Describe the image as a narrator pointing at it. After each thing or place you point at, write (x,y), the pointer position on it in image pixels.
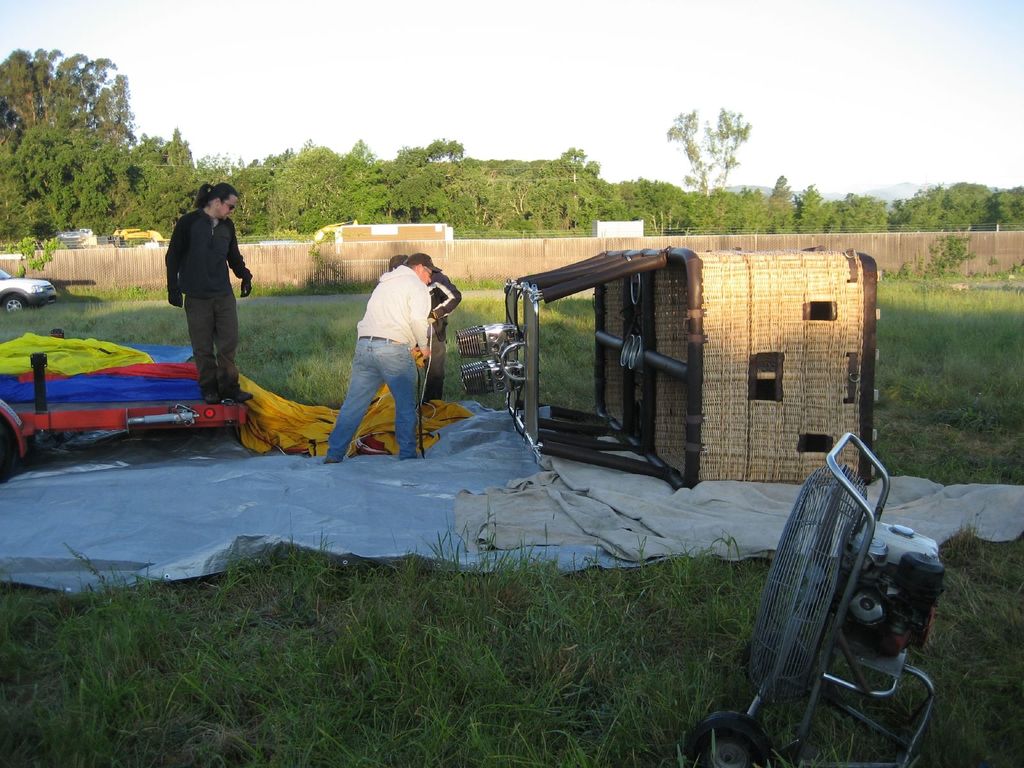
In this image I can see a person (401,302) wearing white and blue dress (388,314) and another person (200,266) wearing black and brown dress (203,281) are standing on sheets (264,526) which are blue, yellow and orange in color. I can see a huge wooden basket (760,312) and a balloon cloth (42,341). I can see some grass (383,691) and in the background (272,230) I can see the wall (292,254), few trees (783,212) and the sky (813,121).
